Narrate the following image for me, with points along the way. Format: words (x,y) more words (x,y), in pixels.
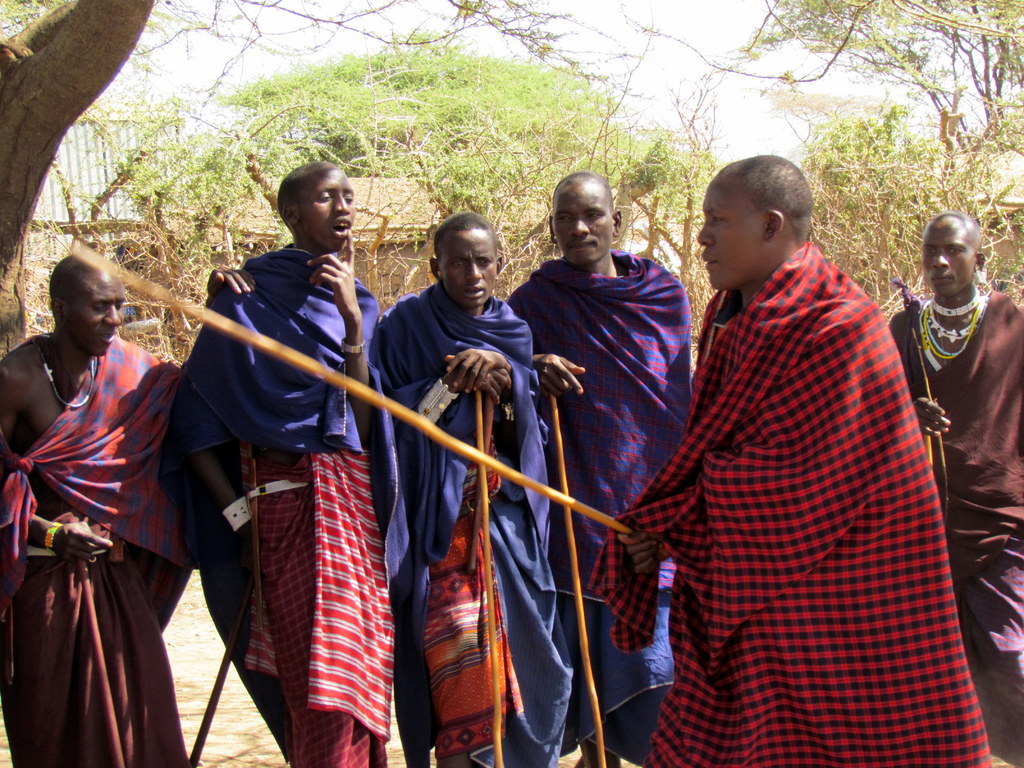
In this image we can see some people (641,334) standing on the ground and holding some objects (148,291). There are some houses (85,186), some trees (358,142), some plants (147,231) on the ground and at the top (147,43) there is the sky (772,107).
